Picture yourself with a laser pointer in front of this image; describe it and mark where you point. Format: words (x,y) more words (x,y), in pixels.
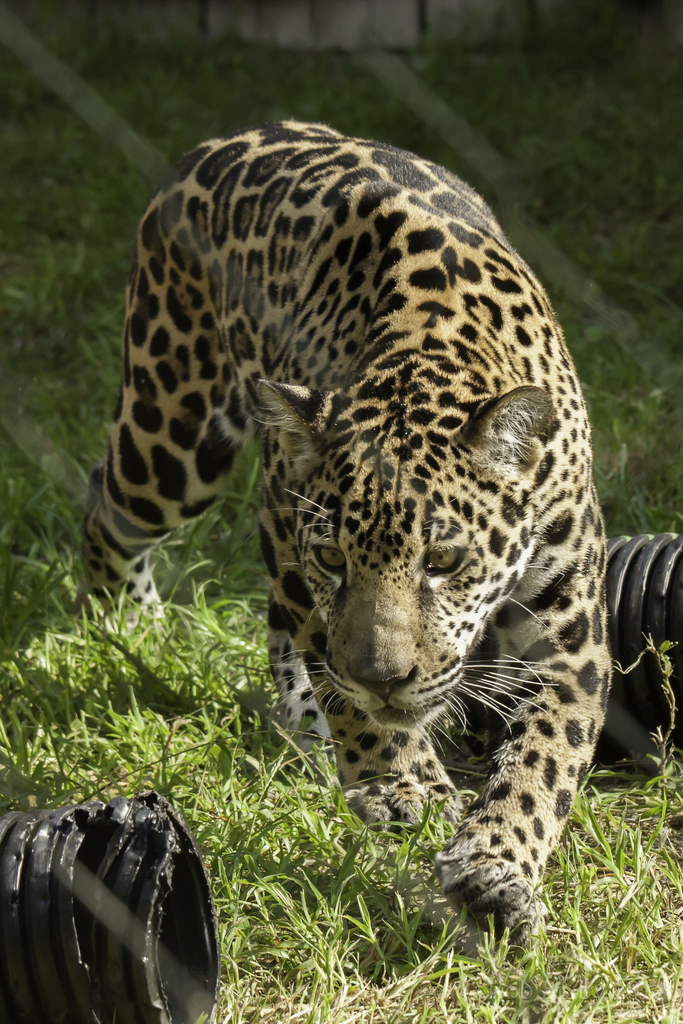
In the center of the image (363,472), we can see a jaguar (264,546) on the ground (312,843) and in the background (617,659), there are some objects (617,638).
